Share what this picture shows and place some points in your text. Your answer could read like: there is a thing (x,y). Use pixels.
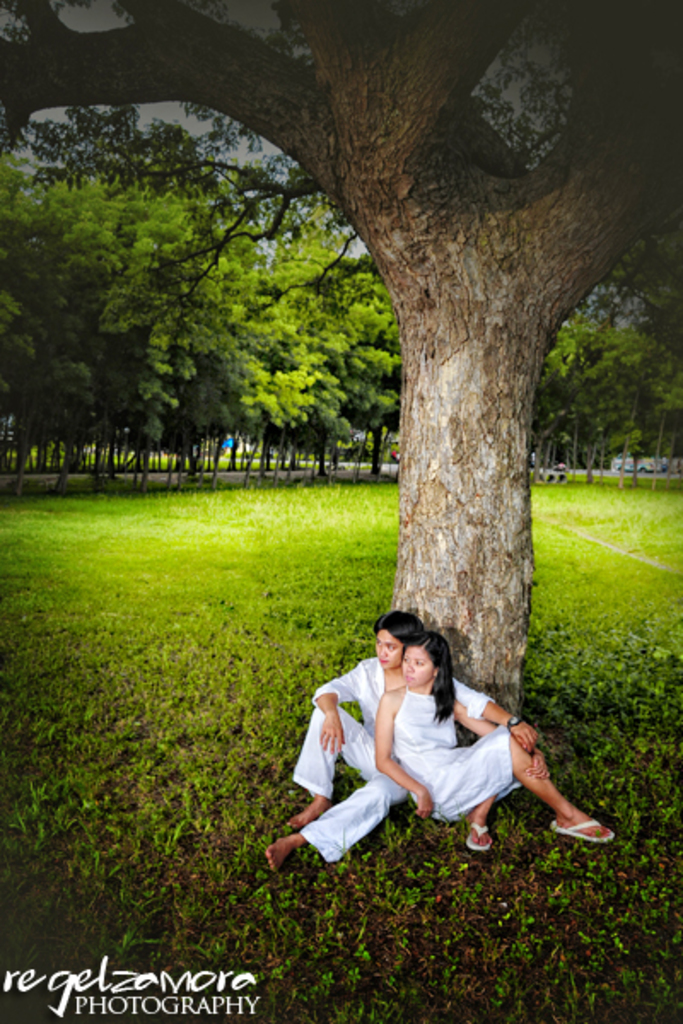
In this image we can see there are two people (375,768) sitting beside the tree trunk (482,525). And there are trees (225,281) and grass (285,534). And at the back (642,464) it looks like a vehicle (616,468).
